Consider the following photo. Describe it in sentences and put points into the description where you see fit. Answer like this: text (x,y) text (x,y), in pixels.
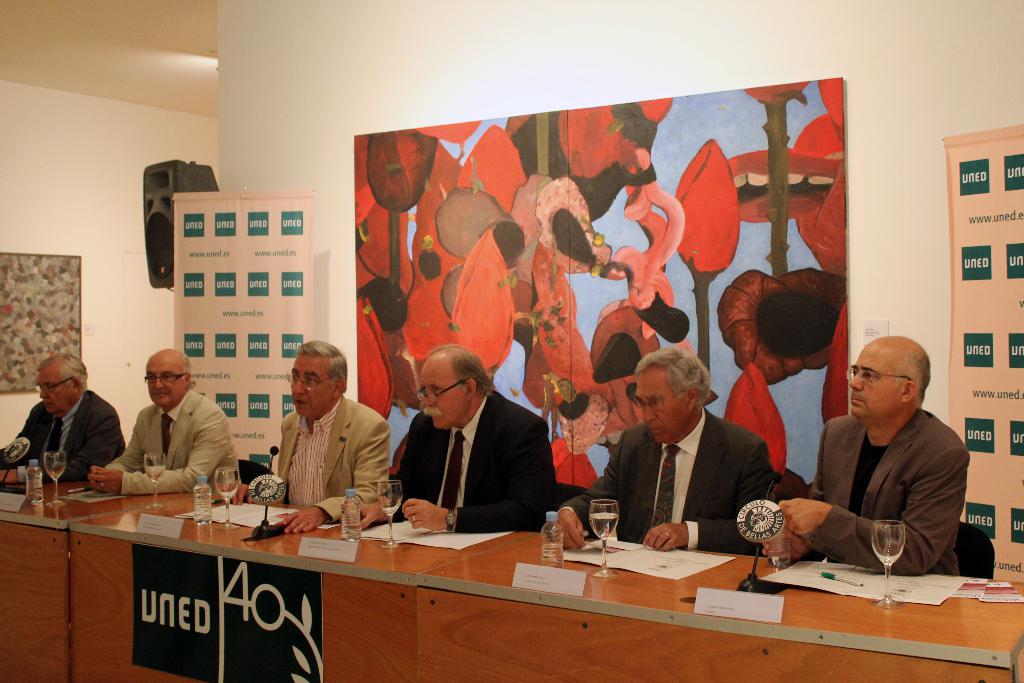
This is an inside view. Here I can see few men (88,426) wearing suits (848,458), sitting on the chairs (263,467) in front of the table (364,642). On the table (53,533) there are few bottles (545,540), glasses (229,483), papers (497,534) and microphones (266,482) are placed. At the back of these people (238,497), I can say few boards (623,250) are attached to the wall (373,61).
